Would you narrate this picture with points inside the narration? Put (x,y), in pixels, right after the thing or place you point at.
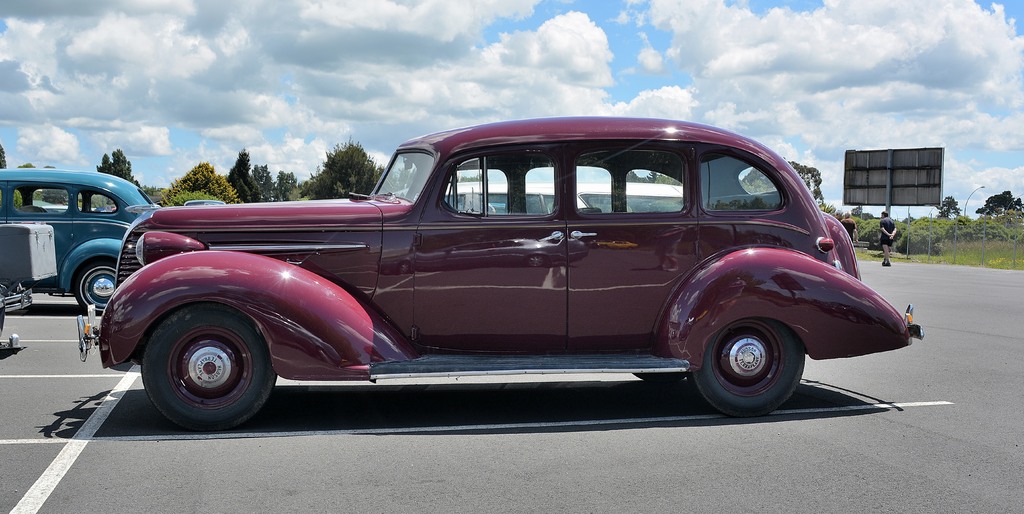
We can see cars (149,205) on the road (947,281). There are people (885,236) walking. In the background (889,186) we can see hoarding (899,175) and light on poles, grass (1003,244), plants (953,233), trees (985,209) and sky (679,97) with clouds (426,90).
